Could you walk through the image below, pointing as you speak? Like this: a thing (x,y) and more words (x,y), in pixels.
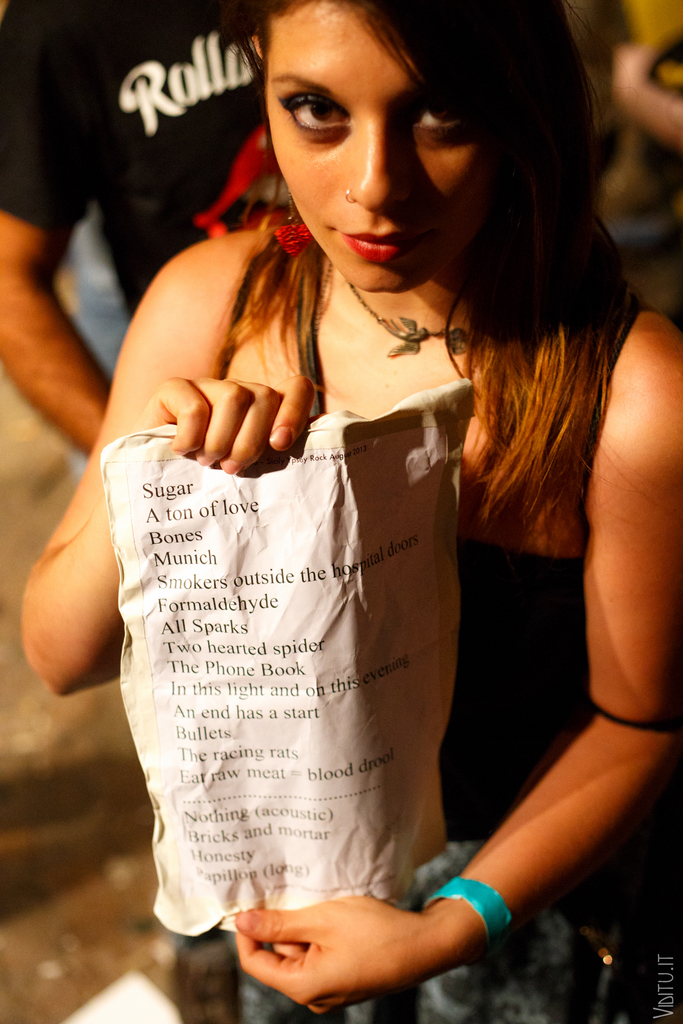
In the picture we can see a woman (417,296) standing and holding a paper (186,504) with some information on it and she is with black top (571,622) and behind her we can see a person (18,257) with black T-shirt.
